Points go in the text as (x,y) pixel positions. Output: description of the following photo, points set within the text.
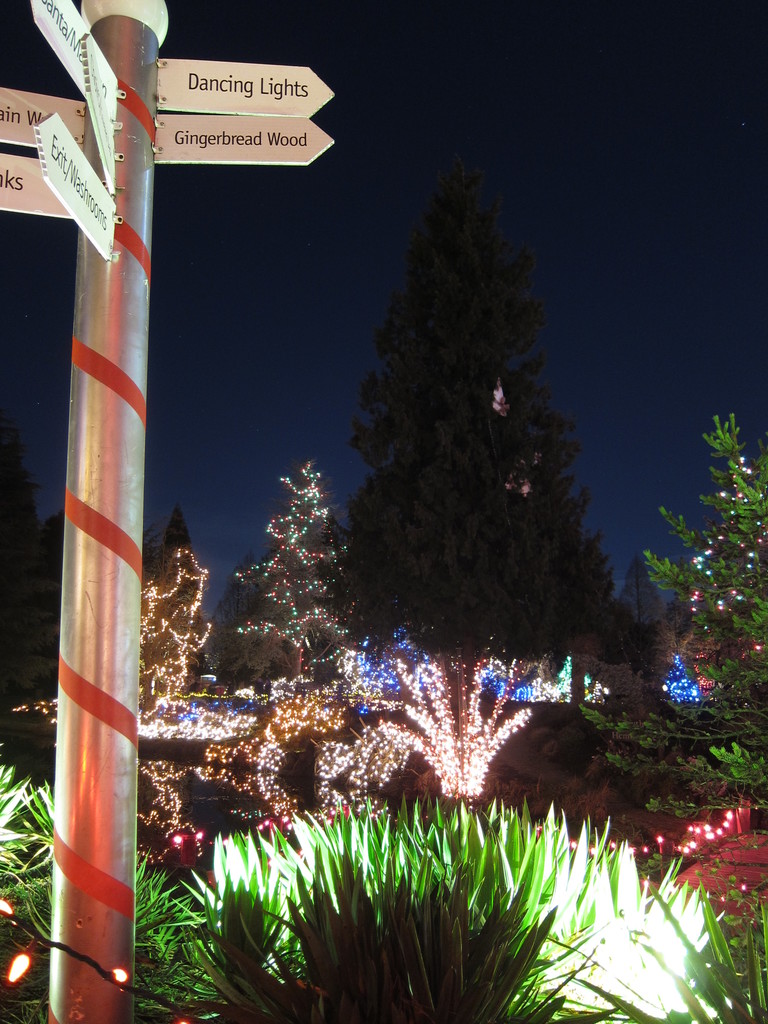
Here we can see a pole (135,392) and there are some name boards (110,119) attached to it. In the background (269,597) there are plants (517,1018) and decorative lights (284,690) to the trees (256,600) and this is sky (391,215).
